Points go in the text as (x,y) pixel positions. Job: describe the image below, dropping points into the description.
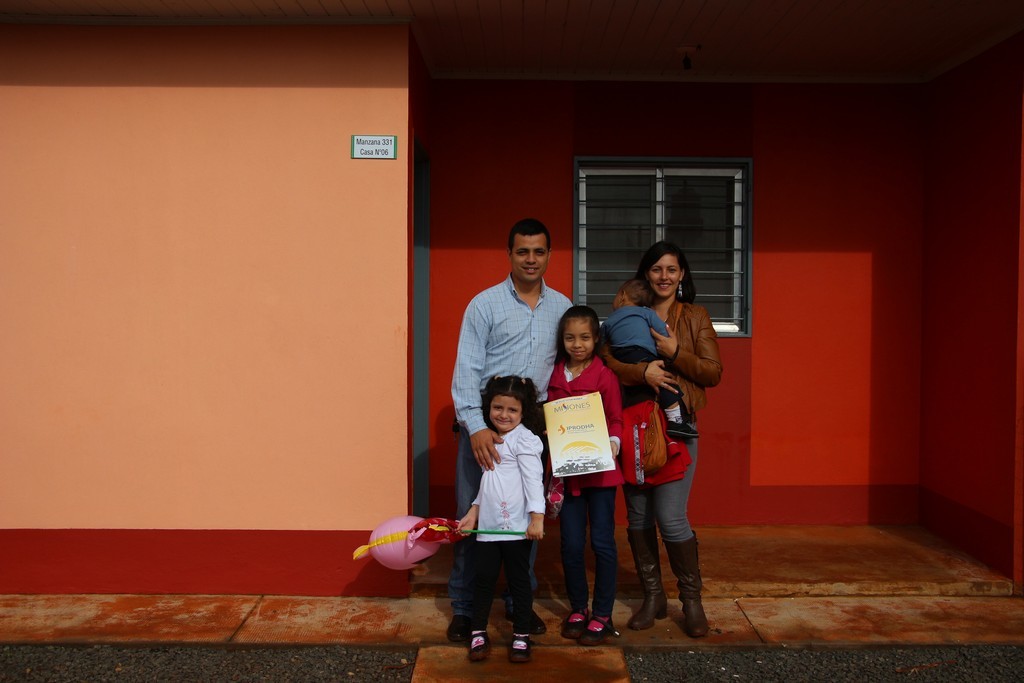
In this picture there is a image of the family (515,319) with a man (532,355) and two children (611,380). On the right side (685,347) we can see a woman (685,443) holding a small kid (636,325) in the hand (661,342). In the background (562,209) there is a red color wall (524,178) with the white window (614,247). On the left side (261,324) there is a orange color wall (133,471).
